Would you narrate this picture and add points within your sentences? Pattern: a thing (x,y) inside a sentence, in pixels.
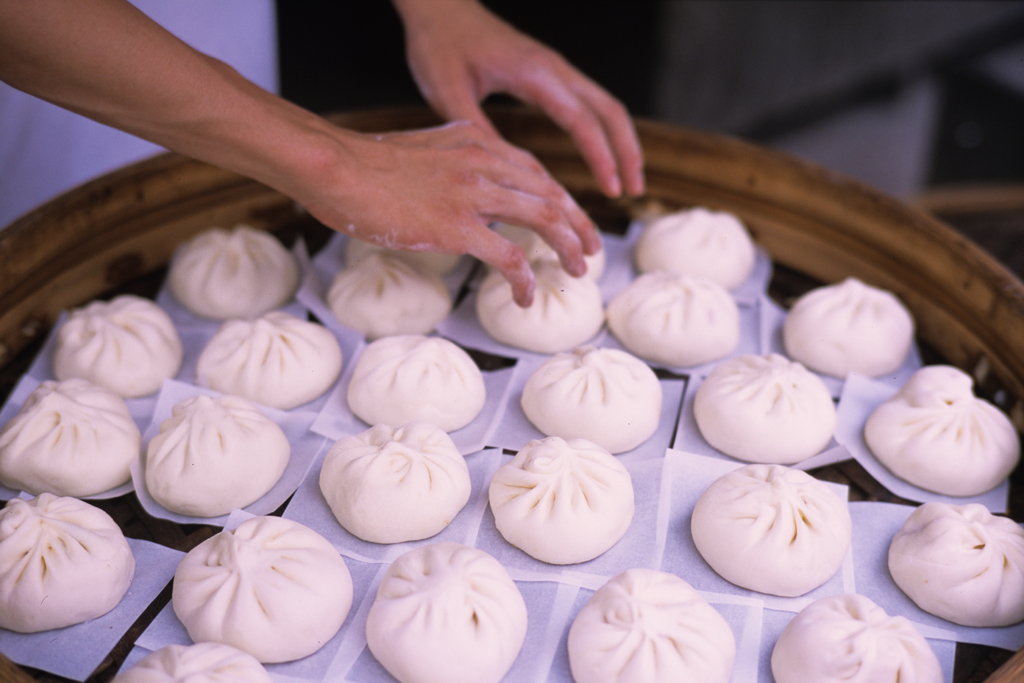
In this image we can see momos (539,402) placed on the tray (912,263). On the left (62,16) there is a person (162,108).
